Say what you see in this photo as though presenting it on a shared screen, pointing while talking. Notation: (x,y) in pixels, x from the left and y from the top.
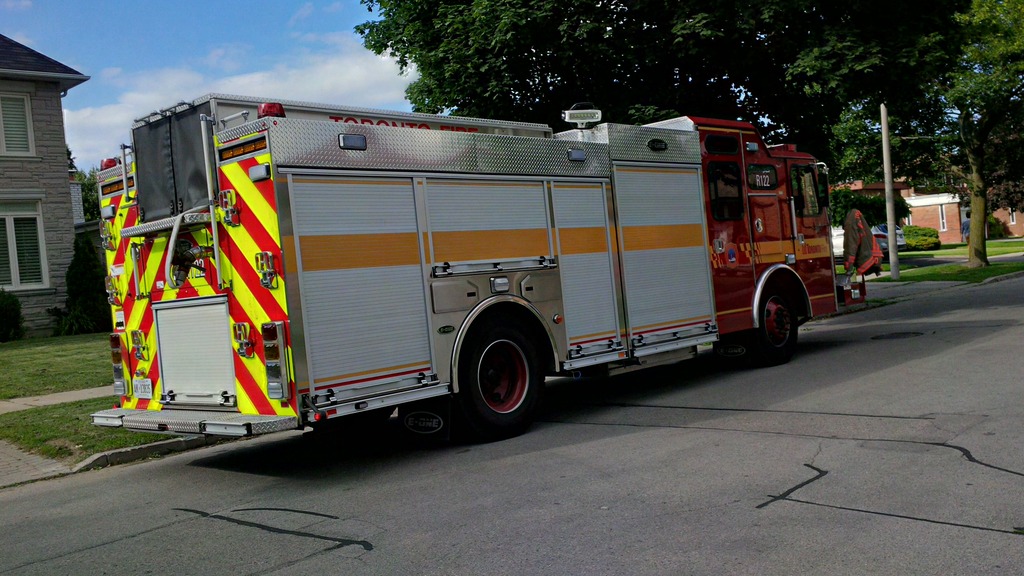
In this picture we can see fire brigade truck (457,283) moving on the road (581,452). Behind we can see some trees (662,97) and on the left corner (45,106) there is a house (59,241).
